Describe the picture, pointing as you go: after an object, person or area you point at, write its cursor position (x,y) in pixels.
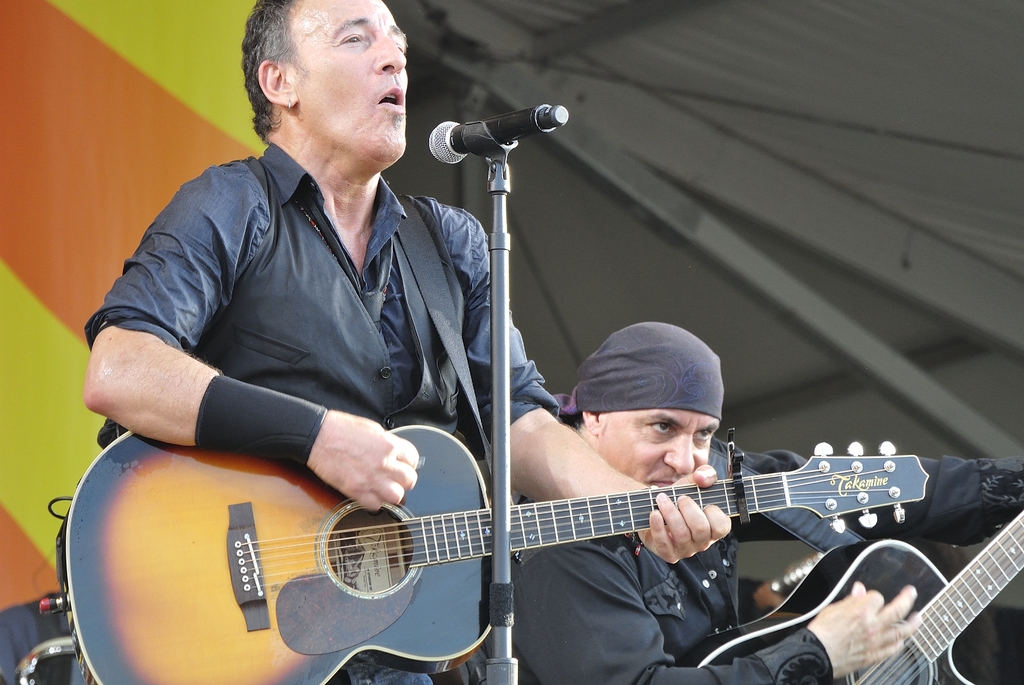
In this image I can see a man (317,264) wearing shirt (358,319) and playing the guitar (489,549). It seems like he is singing a song. In front of this person (349,138) there is a mike (438,136). Just beside this person (365,335) there is another man (654,608) he is also playing the guitar (920,599).
